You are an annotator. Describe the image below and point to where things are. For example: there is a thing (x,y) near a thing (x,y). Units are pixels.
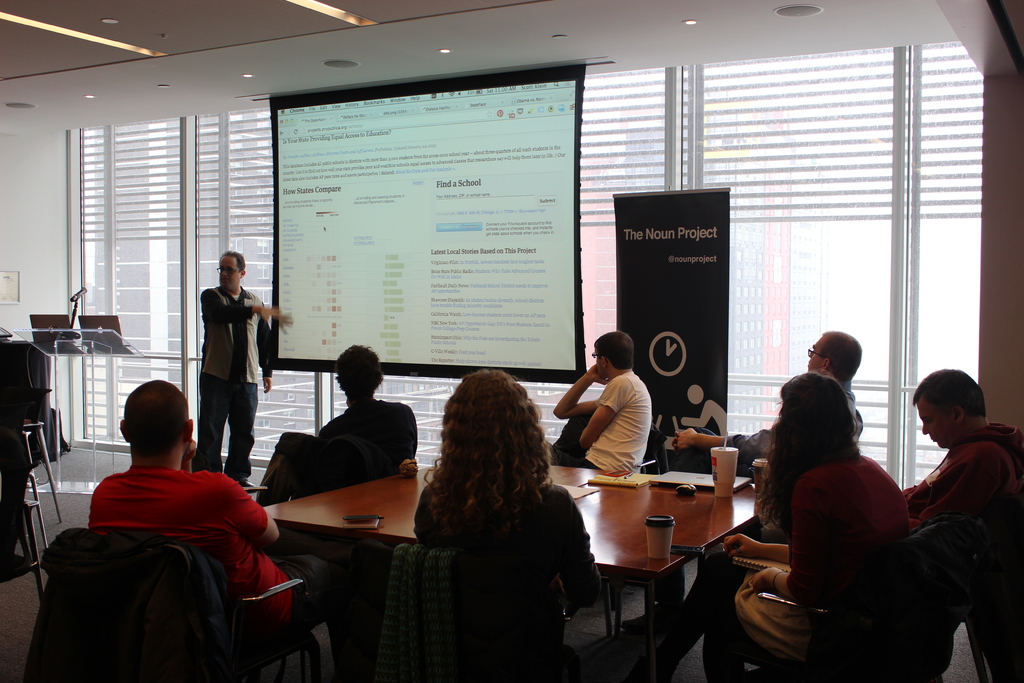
On the background (587,214) we can see window glasses (141,170). This is a screen (301,267). One man (236,313) is standing near to it and explaining. This is a mike (74,302) and podium (109,378). We can see all the person (242,546) sitting on chairs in front of a table (744,503) and on the table (743,519) we can see cups (651,540), book (367,526), mobile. This is a floor (81,514).
